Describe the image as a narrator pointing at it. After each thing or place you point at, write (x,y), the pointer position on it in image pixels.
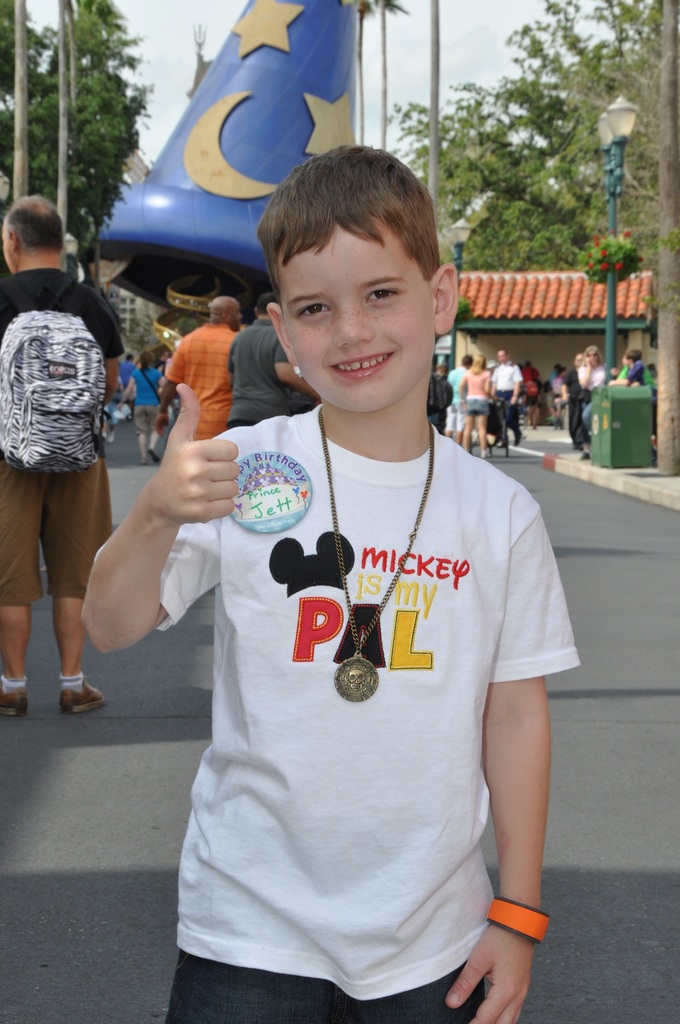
In the picture I can see people (345,391) are standing on the ground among them the boy (375,649) in front of the image is wearing a white color T-shirt (350,792) and some other objects (263,1003). In the background (580,186) I can see trees (491,256), street light (620,162), trees (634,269), building (622,357) and some other objects (43,443).
